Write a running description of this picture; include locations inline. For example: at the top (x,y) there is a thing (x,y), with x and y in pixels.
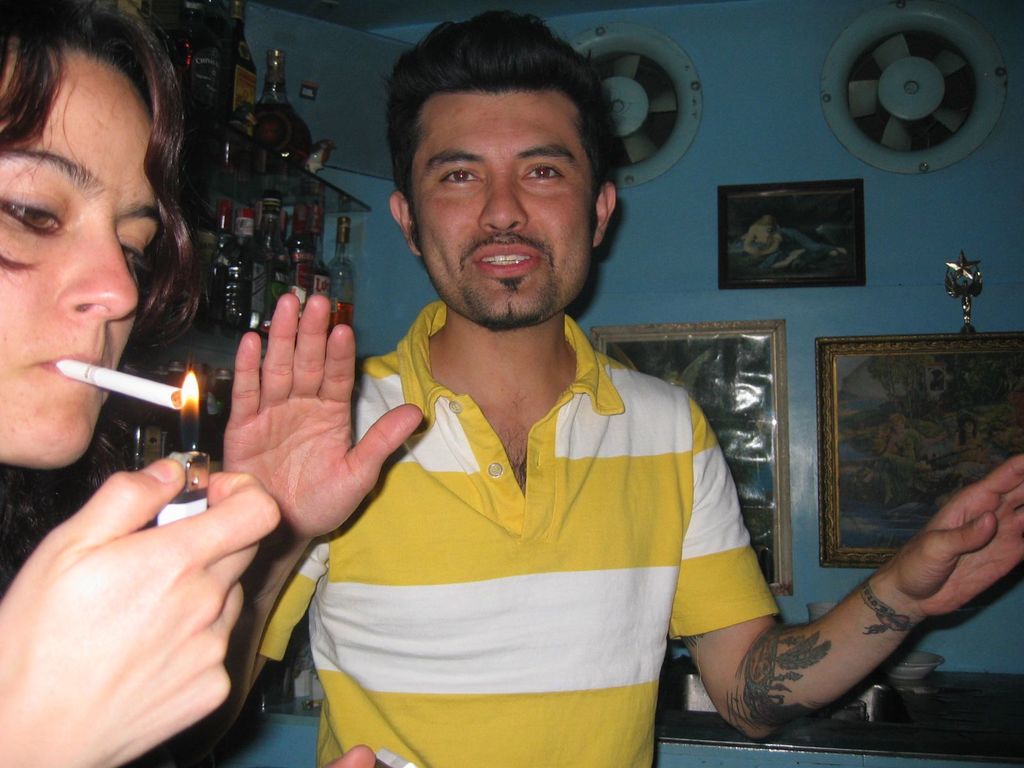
In the image we can see there is a person (522,254) standing and a woman (108,438) is lighting cigarette (173,400). Behind there are wine bottles (273,241) kept on the glass rack (294,198) and there are photo frames (730,383) on the wall (959,209).
